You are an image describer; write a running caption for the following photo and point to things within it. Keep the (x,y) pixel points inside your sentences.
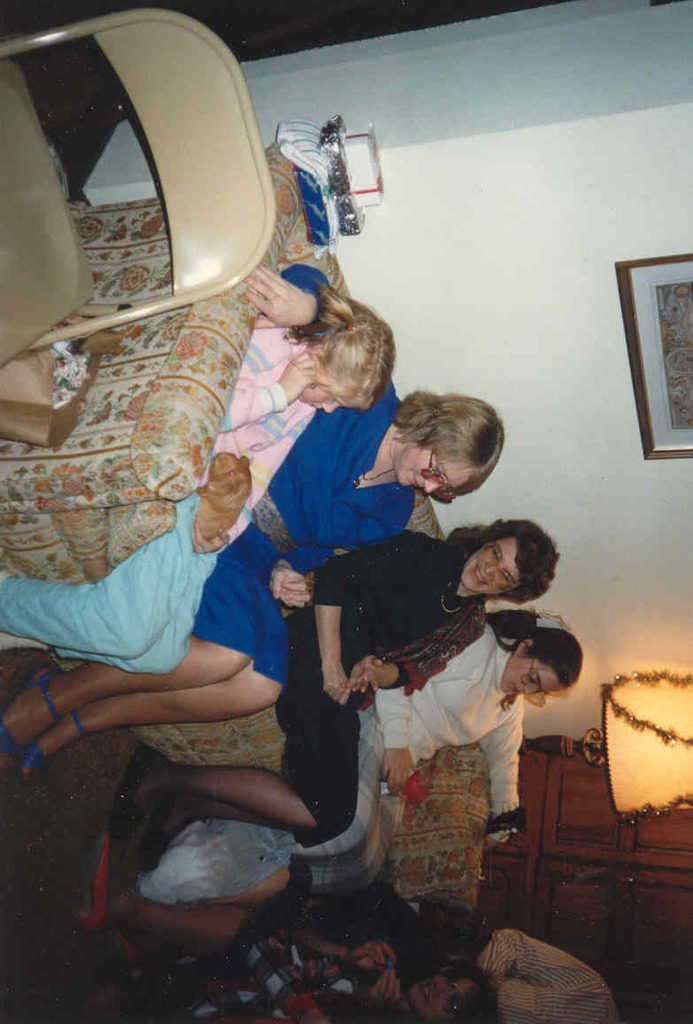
At the top of the image (154,104) there is a chair (2,275). Beside the chair (89,309) there is a brown bag (41,416). Beside the bag (49,410) there is a sofa (138,511) with few ladies (380,639) are sitting in it. At the bottom of the image (332,949) there is a lady (430,971) sitting and behind her there is a person (552,984) standing. In the background (511,204) there is a wall (591,263) with frame (632,279) and also there is a lamp (648,696). There is a cupboard (611,914) with doors (683,908).
